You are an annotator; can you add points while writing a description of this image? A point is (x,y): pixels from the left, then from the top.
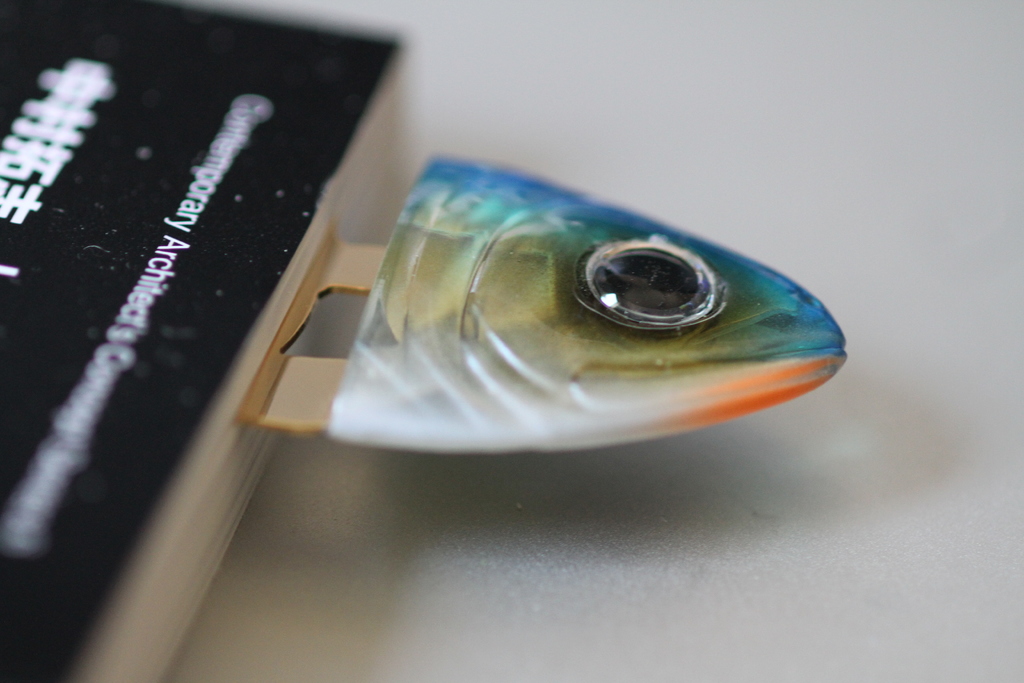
Here on the left (217,334) we can see a book (55,296) and there is a metal object (523,221) with fish logo (450,235) to it on a platform (333,616).
